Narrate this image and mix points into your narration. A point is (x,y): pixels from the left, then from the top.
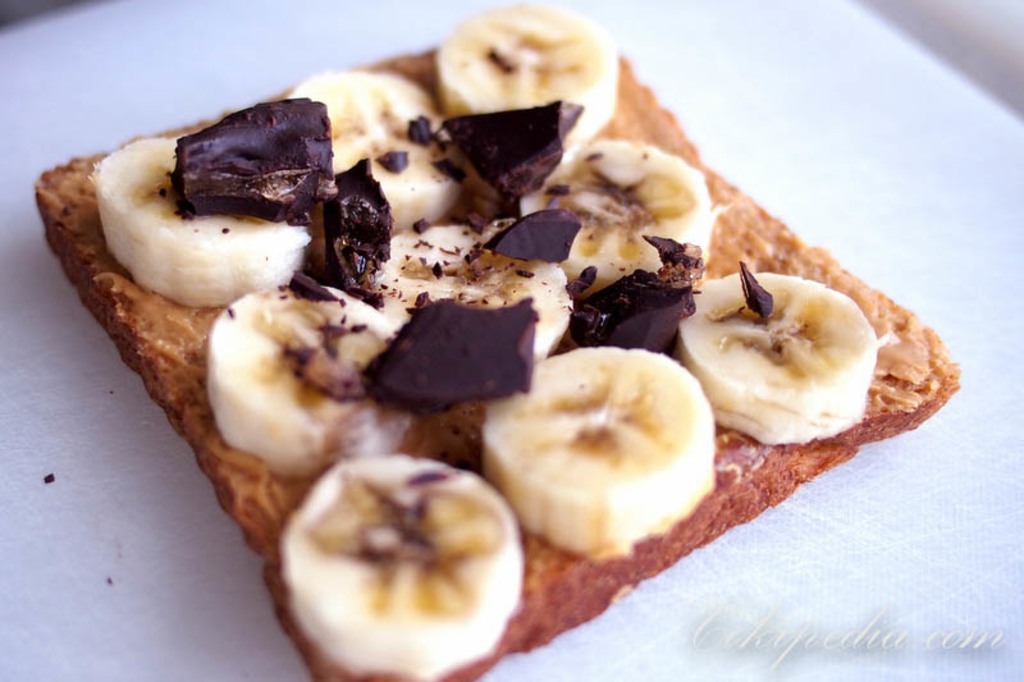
In this picture we can see there are banana slices (486,107) and some food items (686,308) on a white object (952,516). On the image there is a watermark (847,641).
